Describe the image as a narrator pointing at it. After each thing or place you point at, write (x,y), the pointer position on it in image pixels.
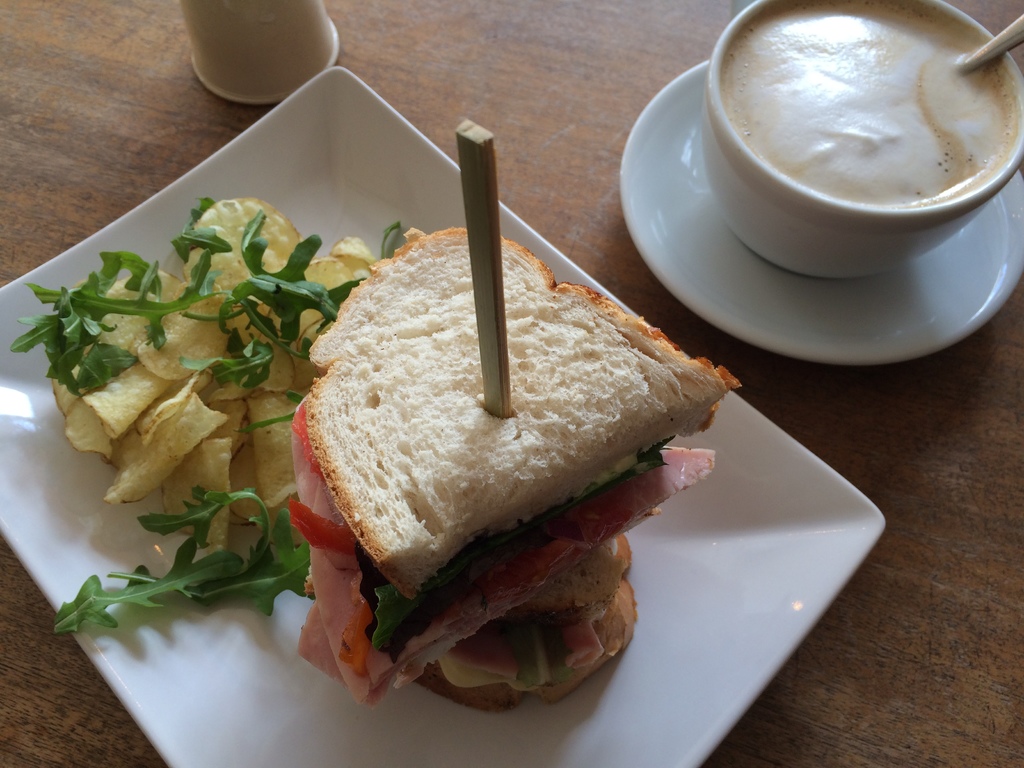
In this image, we can see a food (380,669) on the white tray (449,721). Here we can see a container (257,57), coffee (1002,67), spoon (993,52), cup (813,218) and saucer (878,293). These items (959,324) are placed on the wooden surface (916,654).
